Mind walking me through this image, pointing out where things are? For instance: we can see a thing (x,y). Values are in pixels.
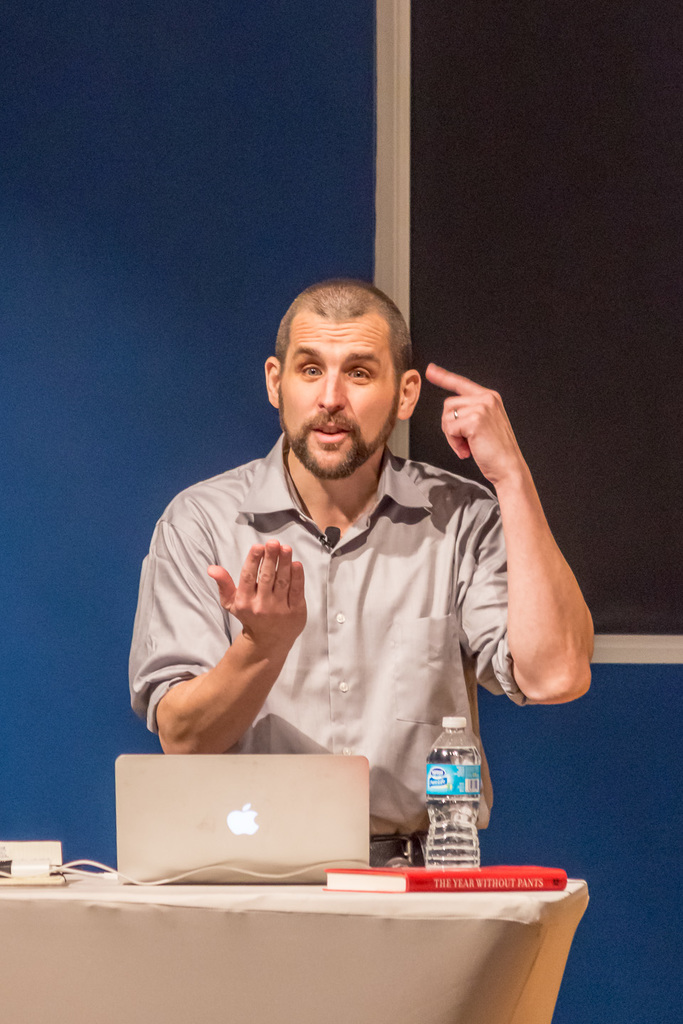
In this image I can see a man (336,679) is standing in front of a table (292,920). On the table (218,915) I can see a laptop (315,794), a water bottle (435,817), a book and other objects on it.
